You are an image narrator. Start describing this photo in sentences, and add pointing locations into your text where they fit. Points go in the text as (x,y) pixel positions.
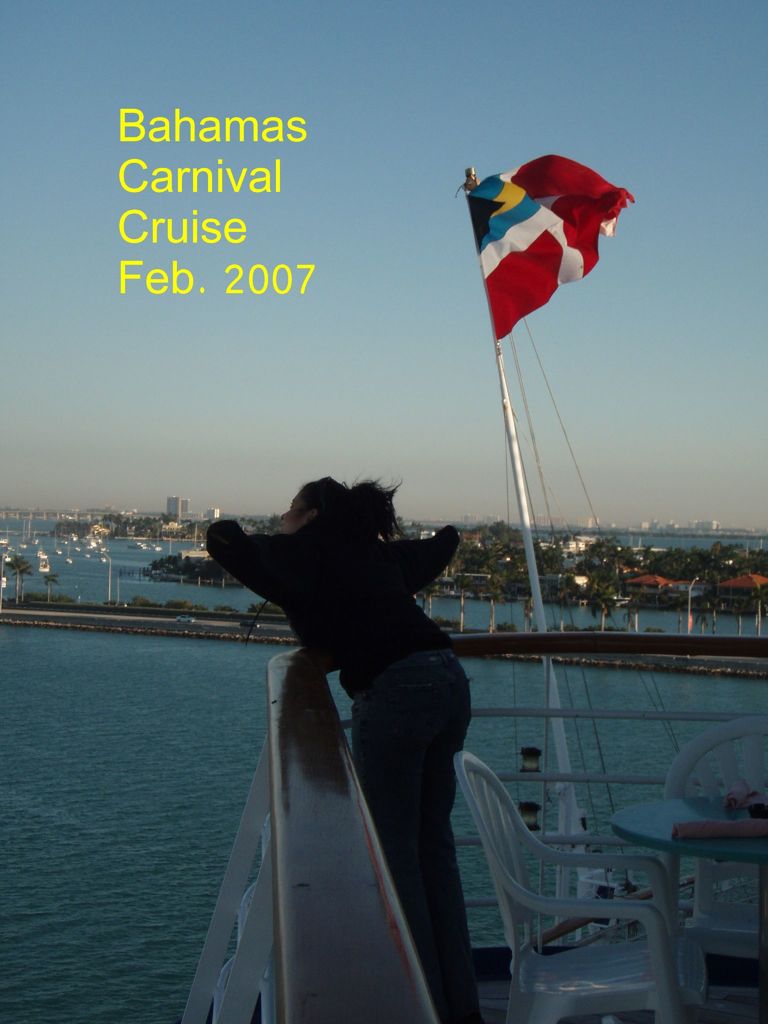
In this picture I can see the flag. I can see water (84,775). I can see trees (110,522). I can see sitting chairs (494,828) and a table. I can see a person (351,685). I can see the buildings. I can see the sky (291,164). I can see the roads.
